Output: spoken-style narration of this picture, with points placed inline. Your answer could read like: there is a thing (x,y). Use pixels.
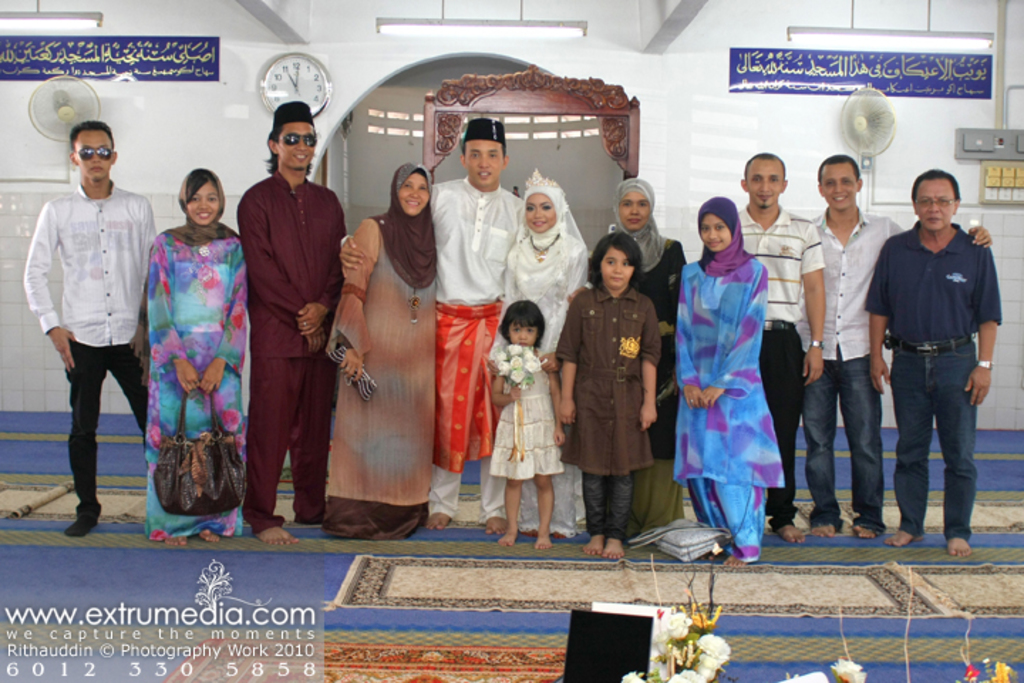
In the foreground (772,226) I can see a group of people (870,505) are standing on the floor mats (102,473), text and flower vases (689,594). In the background (1009,407) I can see a wall (589,12), clock (271,105), boards (164,53), fans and lights (553,36) on a rooftop (248,16). This image is taken may be in a hall (815,26).
